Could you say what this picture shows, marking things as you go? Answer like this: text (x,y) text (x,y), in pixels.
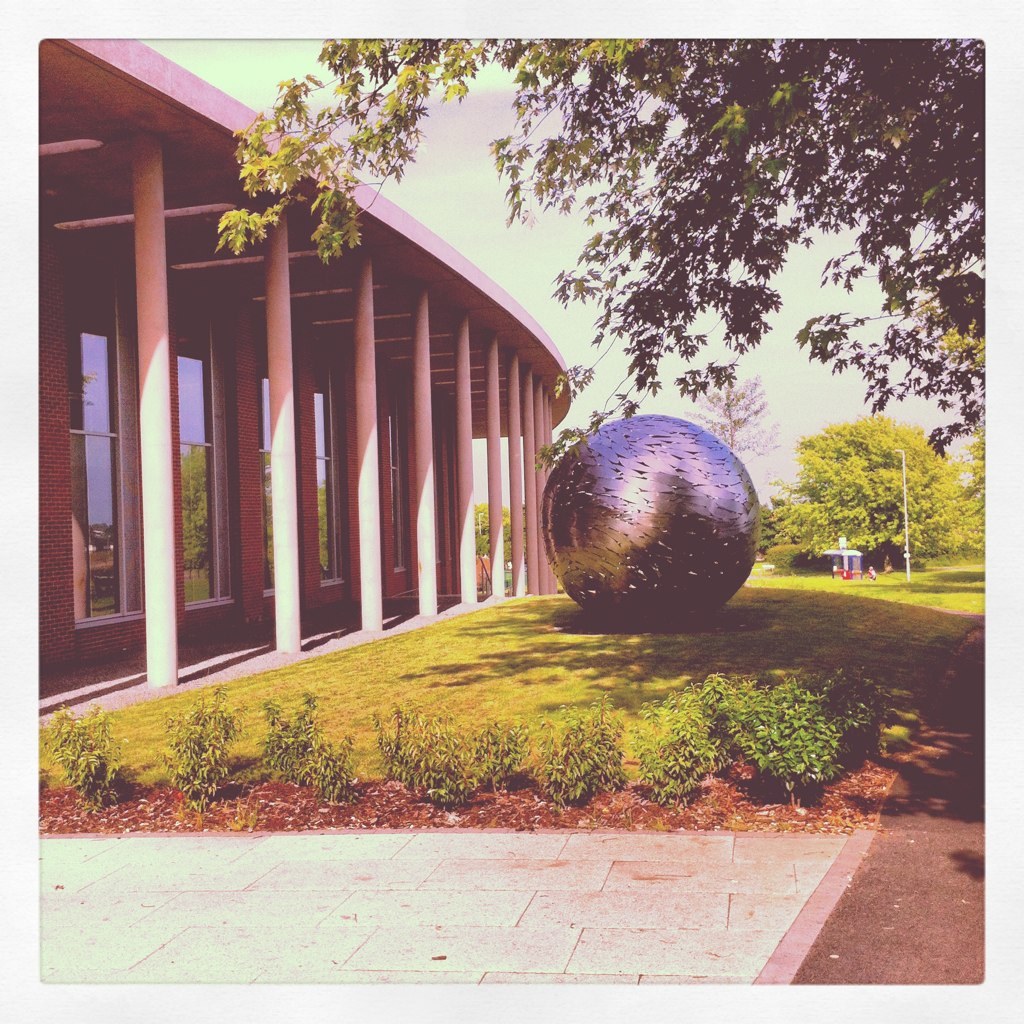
This image is taken outdoors. At the bottom of the image (682,905) there is a road (686,905) and there is a ground (515,716) with grass (511,688) on it. On the left side of the image (317,543) there is a building (360,539) with walls (230,499), doors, pillars (367,513) and a roof (325,325). At the top of the image (489,216) there is a sky (442,181). On the right side of the image (863,325) there are a few trees (819,349) and there is a street light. In the middle of the image (674,529) there is an architecture (616,517) on the ground (534,630) and there are a few plants (610,759).
